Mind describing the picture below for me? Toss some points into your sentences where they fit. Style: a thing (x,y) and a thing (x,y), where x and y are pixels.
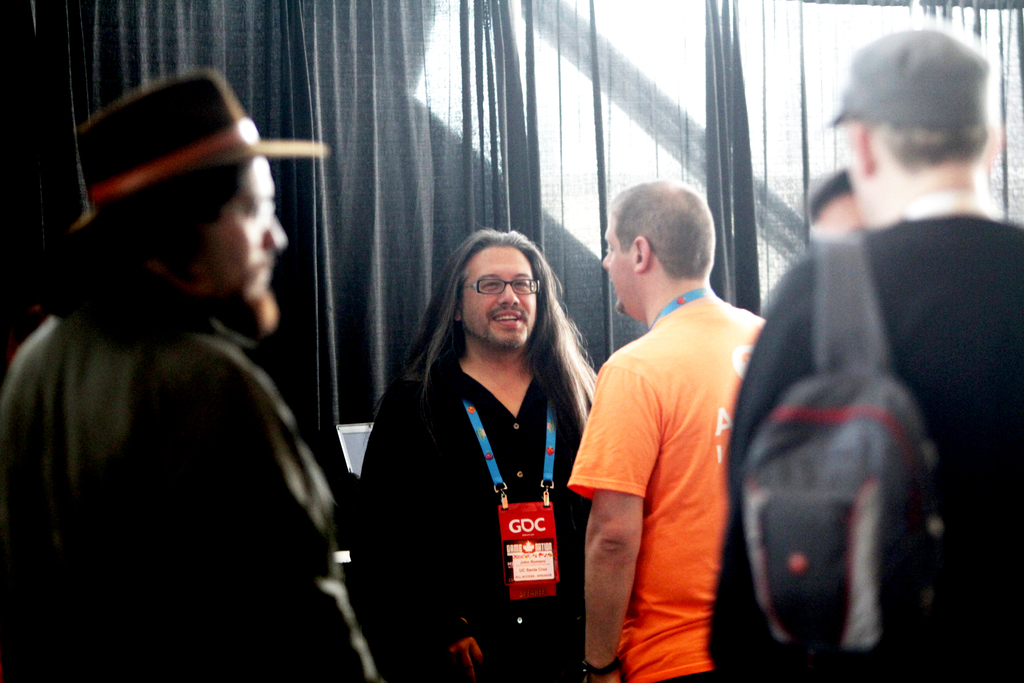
In this image there are group of persons (581,420) standing. The man (489,481) in the center (472,421) is wearing a black colour dress (455,511) and smiling. On the right side (951,427) in the front (939,461) the man (941,458) is wearing a bag (856,489) and a grey colour hat (900,109). On the left side (168,461) the man (170,477) is wearing a black colour jacket (181,450) and black colour hat (153,168). In the background (455,146) there is a curtain (559,109).
